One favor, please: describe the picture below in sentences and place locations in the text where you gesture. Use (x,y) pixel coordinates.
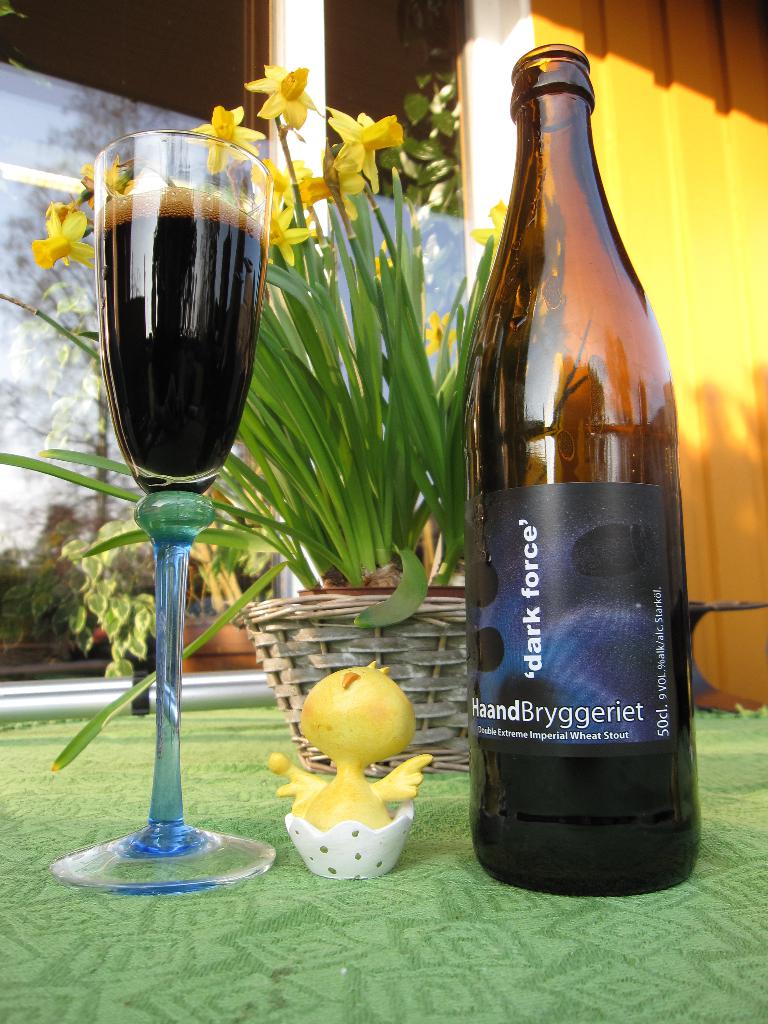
There is a glass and a bottle (487,538). This is toy (361,677). There is a plant (373,295) and these are the flowers (361,126). And this is table (539,944).
